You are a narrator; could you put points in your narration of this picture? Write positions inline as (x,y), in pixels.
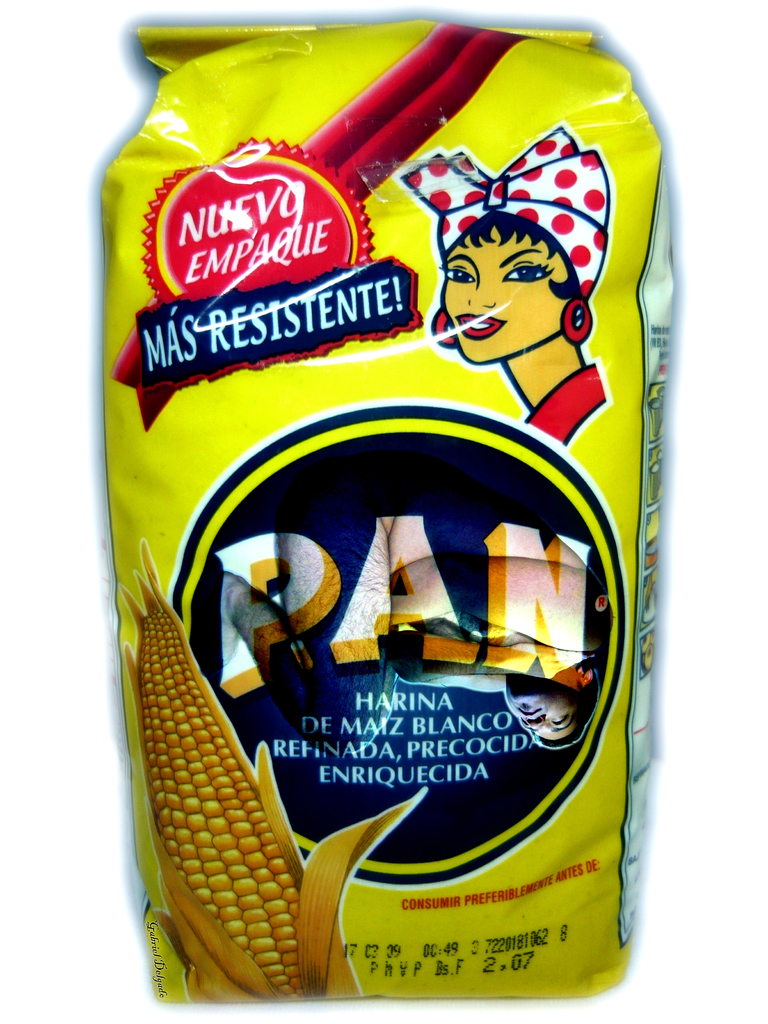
In this image we can see a packet (309,347). On the packet (408,256) we can see picture (290,881) of corn (203,988), people (480,693), and text (499,942) written on it.
